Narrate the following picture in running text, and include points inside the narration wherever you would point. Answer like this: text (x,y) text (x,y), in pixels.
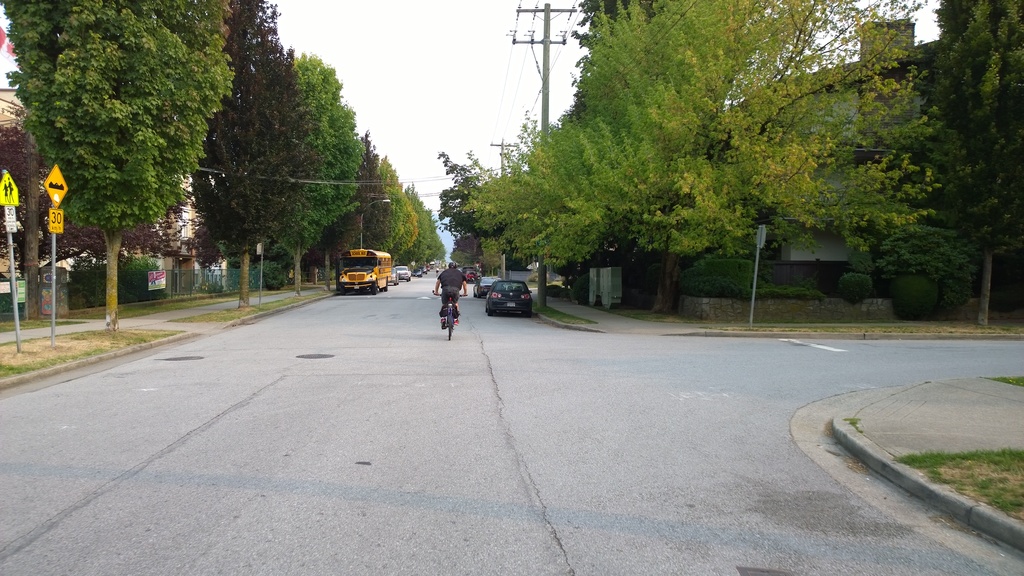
In the foreground (607,221) I can see grass (923,461), fence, sign boards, a person (453,290) is riding a bicycle (442,323) on the road (449,359), vehicles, light poles (539,270) and trees (398,235). In the background (391,160) I can see buildings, wires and the sky (448,127). This image is taken may be during a day.
